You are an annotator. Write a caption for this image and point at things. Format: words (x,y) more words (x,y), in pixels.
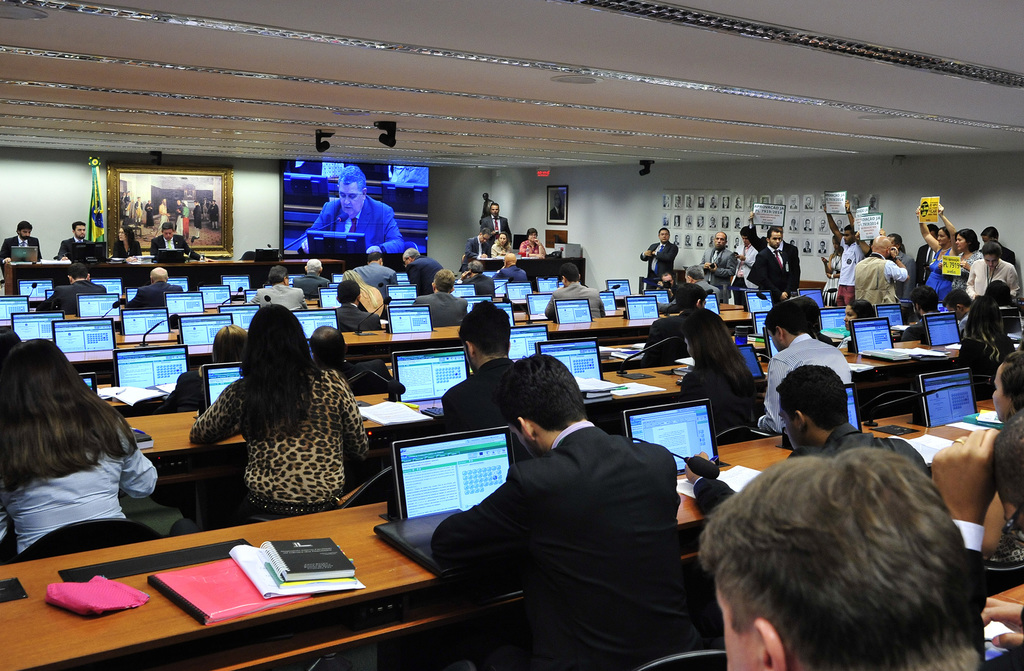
In this image I can see group of people (901,528) sitting and working on the laptop (456,463). Background (1008,279) I can see few other persons (956,279) standing, I can also see a projector screen (330,191) and I can see a frame (217,198) attached to the wall (259,239) and the wall (259,222) is in white color.
